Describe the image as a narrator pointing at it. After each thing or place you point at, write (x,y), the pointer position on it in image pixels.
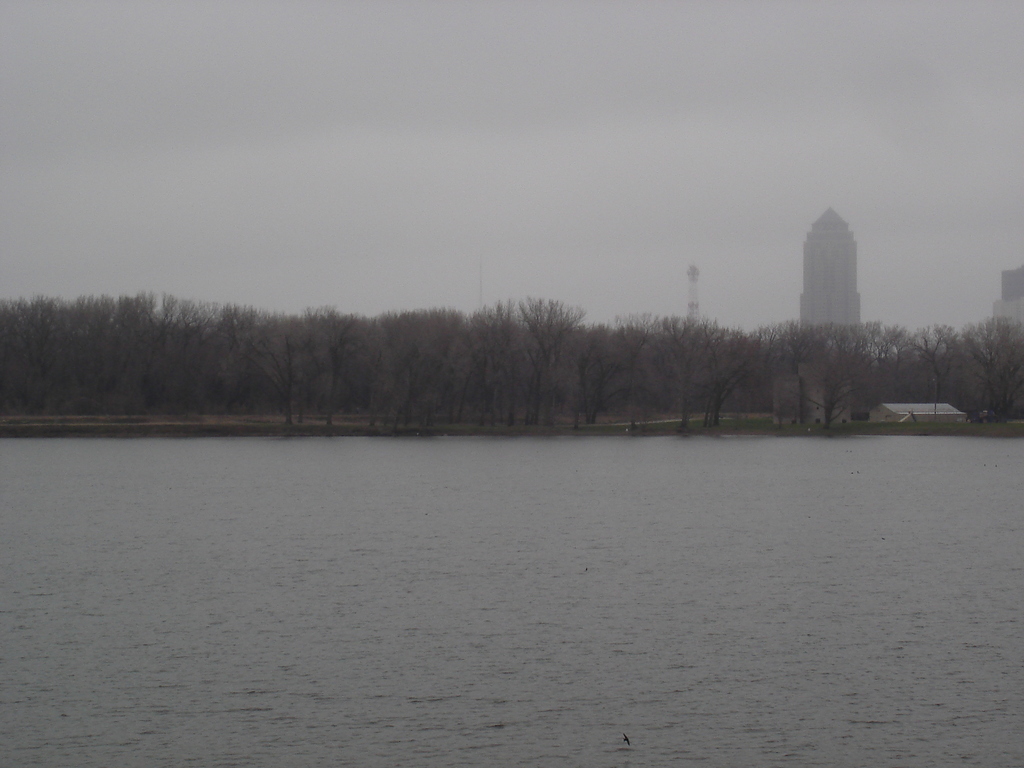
In this image, we can see a lake (201,642). There are some trees (283,390) in the middle of the image (447,381). There is a building (830,288) and shed (915,411) on the right side of the image (811,292). There is a sky (604,116) at the top of the image (491,73).
